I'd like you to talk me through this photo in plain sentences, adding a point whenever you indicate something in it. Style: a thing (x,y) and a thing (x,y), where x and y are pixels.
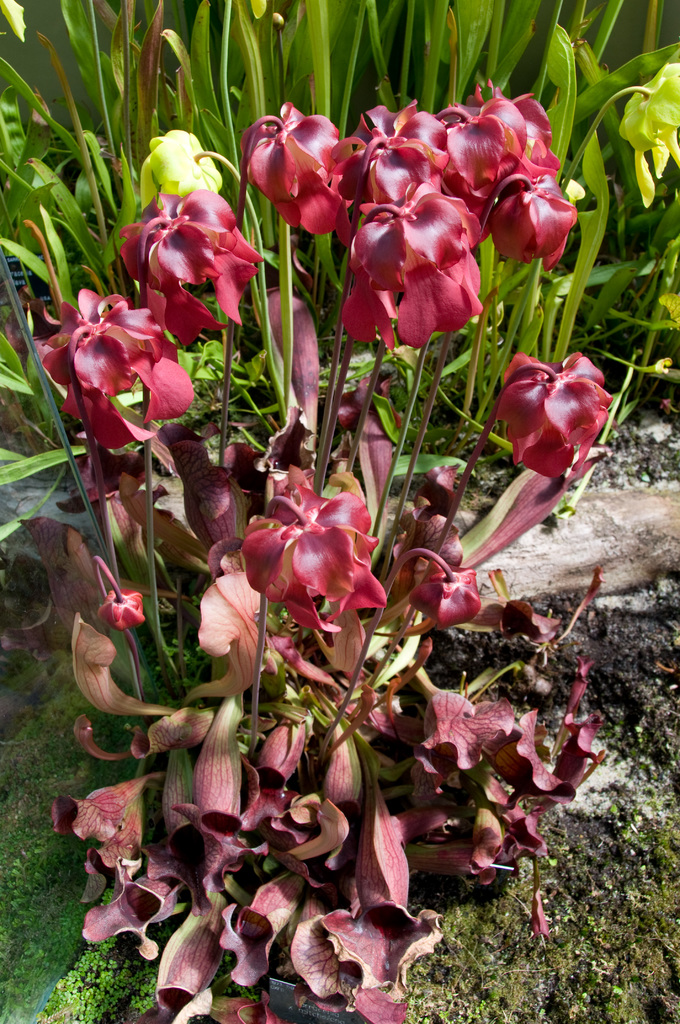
In this image there is a flower plant (350,646) in the middle (381,626). In the background (373,51) there are green leaves (358,54). On the ground (517,975) there is grass (24,938).
